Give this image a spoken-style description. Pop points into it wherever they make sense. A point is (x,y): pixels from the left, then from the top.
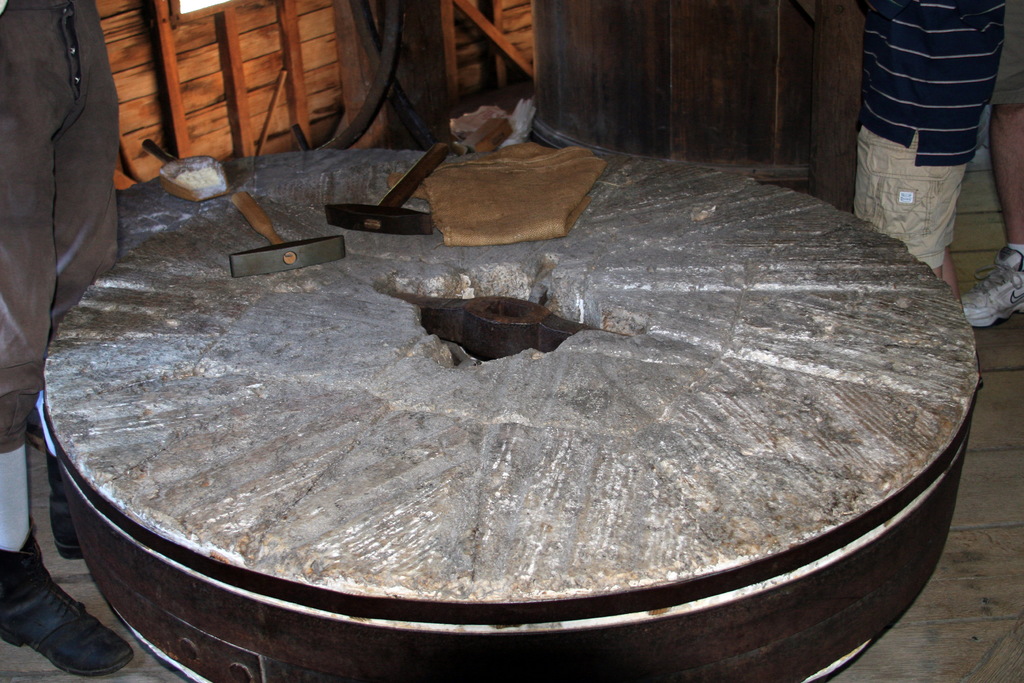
In front of the image there is some object (143,194). On top of it there are hammers (289,254), scoop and a cloth (450,193). Behind the object (657,211) there are a few other objects (723,137). Beside the object (316,191) there are people (1007,230). In the background of the image (294,102) there is a wall (455,50).
